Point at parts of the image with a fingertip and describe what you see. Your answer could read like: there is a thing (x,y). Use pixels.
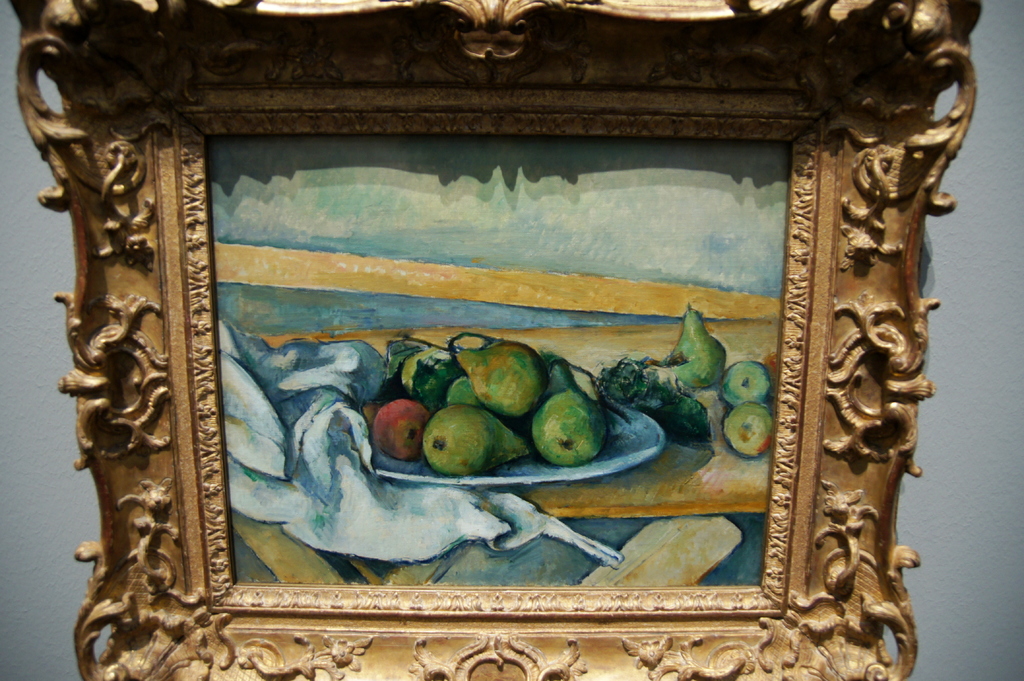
In this image in the center (456,239) there is one photo frame (626,502), and on the photo frame (469,475) there is a plate (608,449), fruits (565,434) and in the background (942,422) there is wall (58,359).
